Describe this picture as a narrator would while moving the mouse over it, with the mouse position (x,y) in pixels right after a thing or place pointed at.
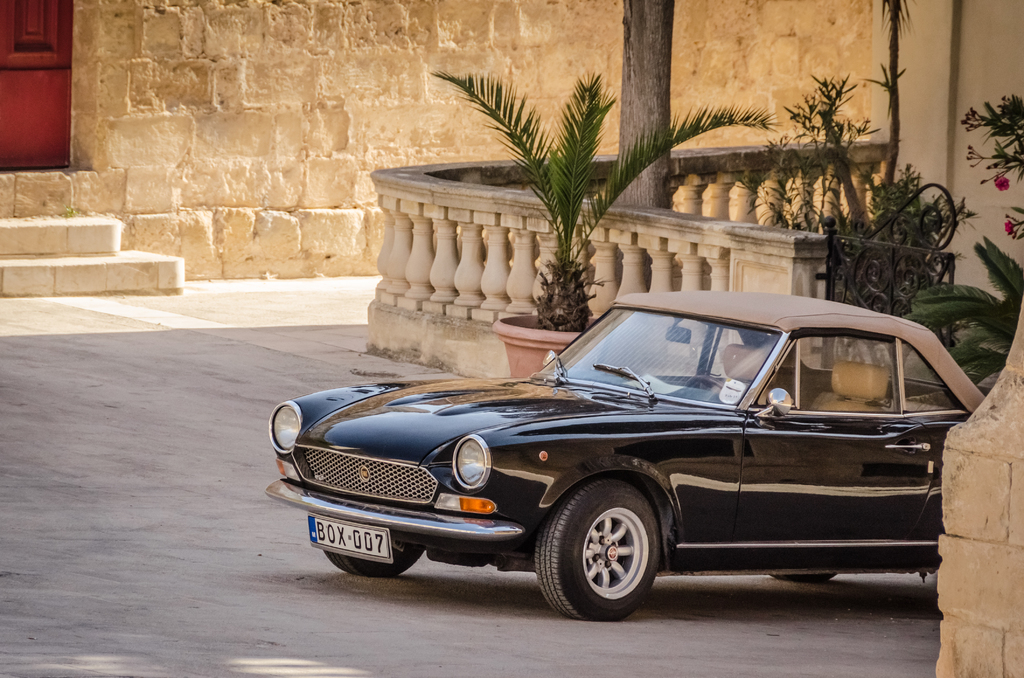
In the image we can see a car (605,442), these are the headlights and number plate (356,542) of the vehicle (366,520). This is a road (160,602), stairs (75,247), fence (421,275), plant pot (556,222), pole (626,129) and a wall (607,127).
